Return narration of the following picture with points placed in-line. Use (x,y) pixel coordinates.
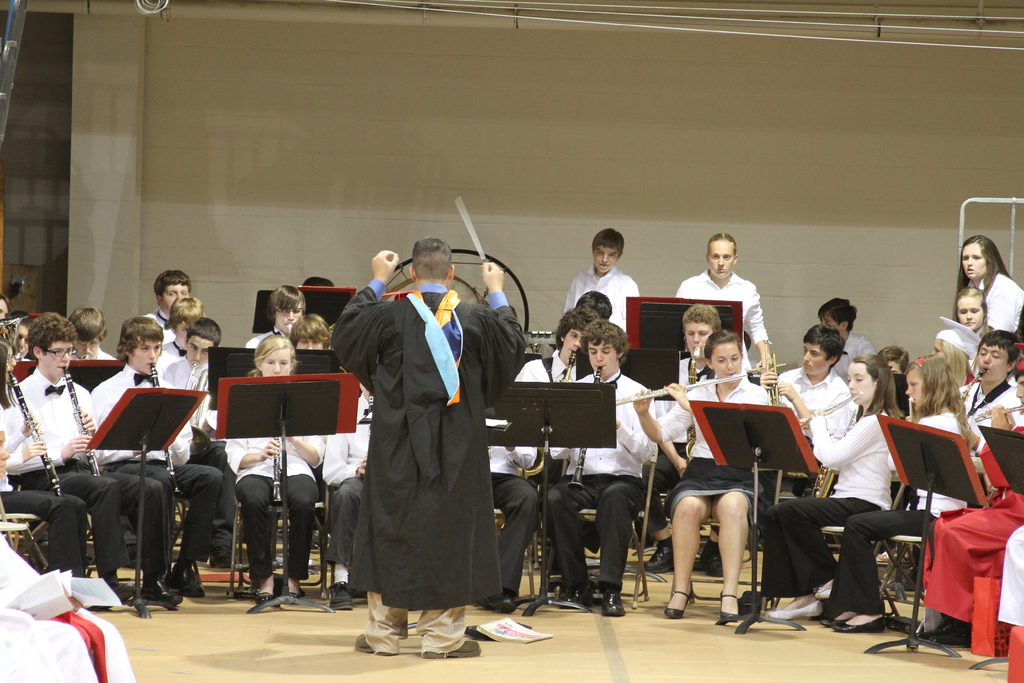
In this picture we can see a few people (580,346) sitting on the chair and playing musical instruments (909,414). There are some rods (964,214), stand (896,393) and a book (496,630) is visible on the ground (508,648). We can see a person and an object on the left side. There are a few objects (347,14) visible on top of the picture (759,21).
